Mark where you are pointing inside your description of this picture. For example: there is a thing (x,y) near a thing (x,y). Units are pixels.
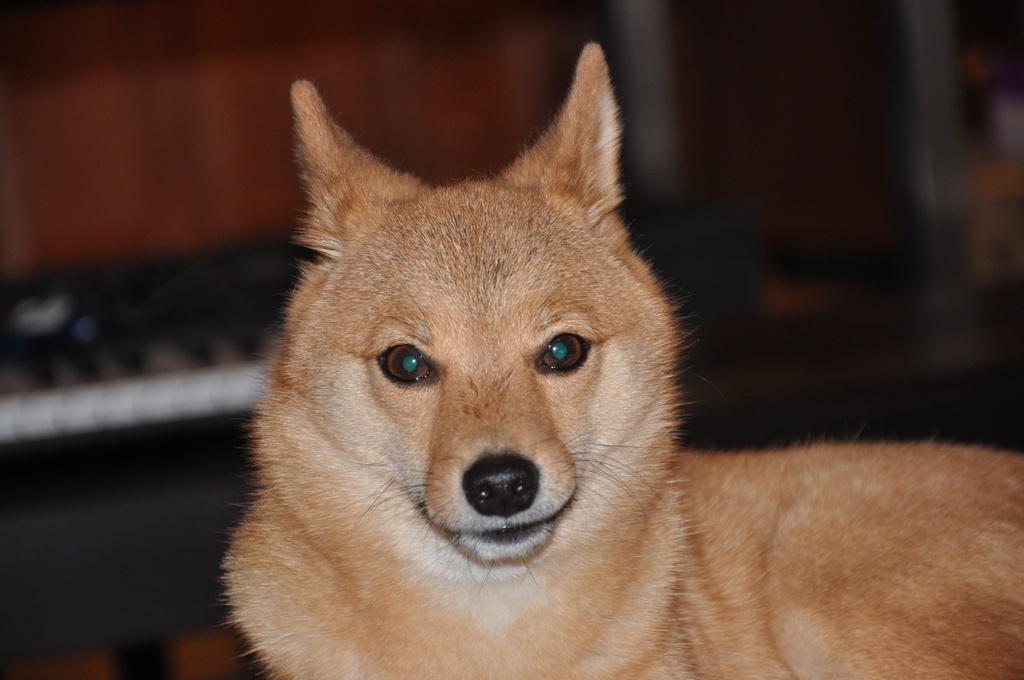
Here I can see a dog (557,380) is looking at the picture. The background (174,226) is blurred.
